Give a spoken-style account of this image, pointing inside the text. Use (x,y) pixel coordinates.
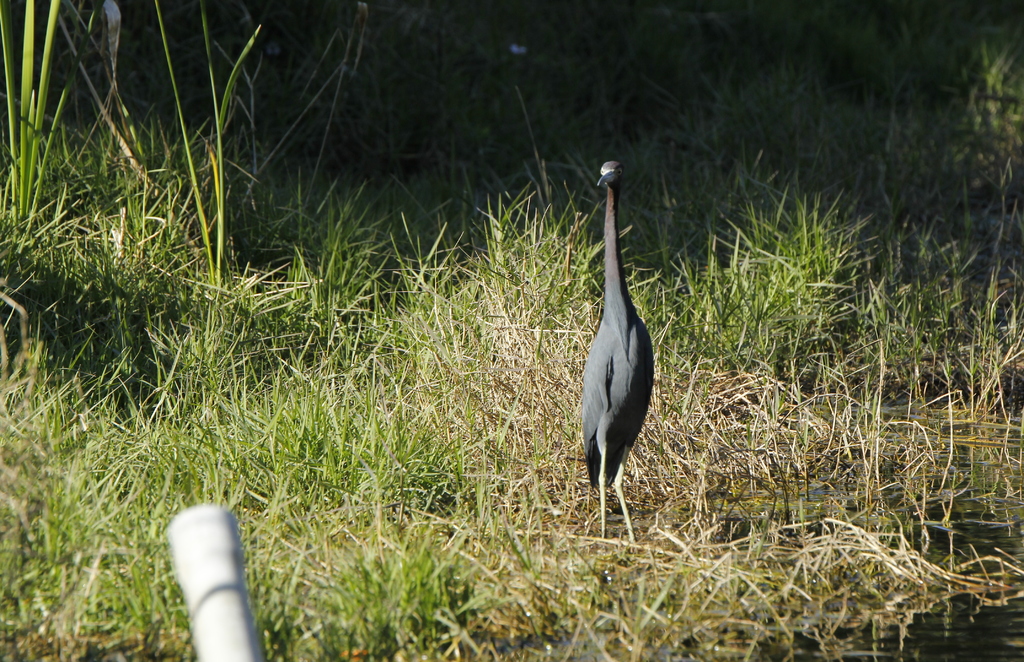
In this image I can see a black color bird (624,384). I can see few green grass (432,472) and the water (1015,629).
